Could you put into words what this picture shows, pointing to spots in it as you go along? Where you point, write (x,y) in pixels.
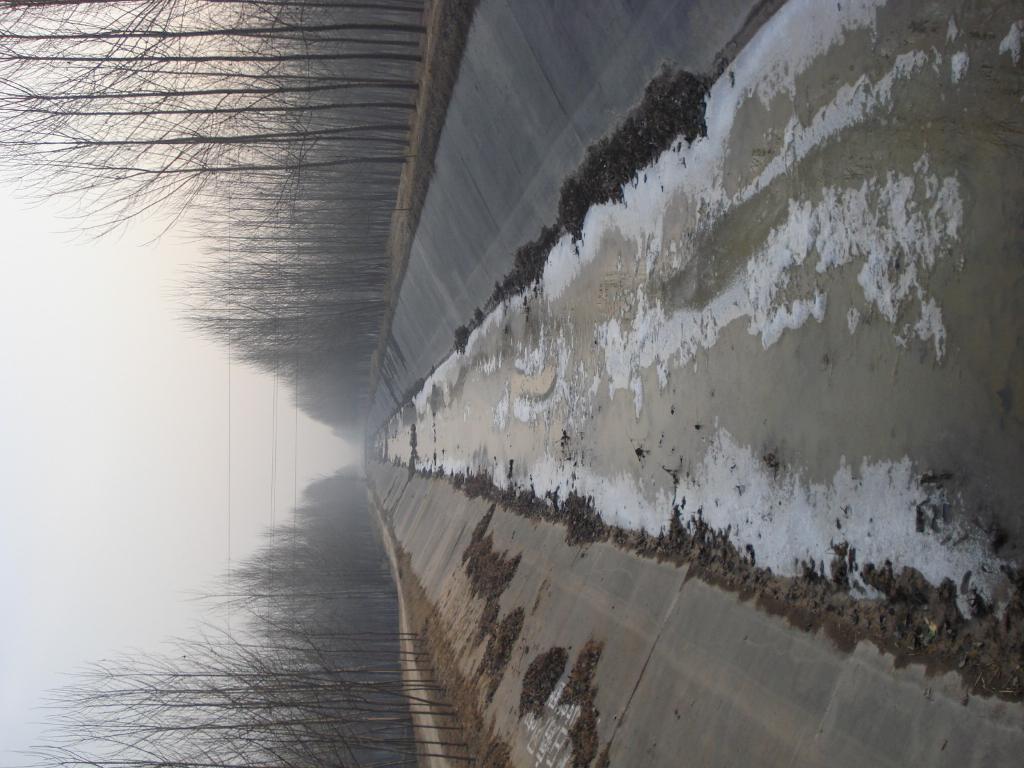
In this image we can see group of trees (290,568), a water canal (644,399) and in the background (66,465) we can see the sky (147,459).
